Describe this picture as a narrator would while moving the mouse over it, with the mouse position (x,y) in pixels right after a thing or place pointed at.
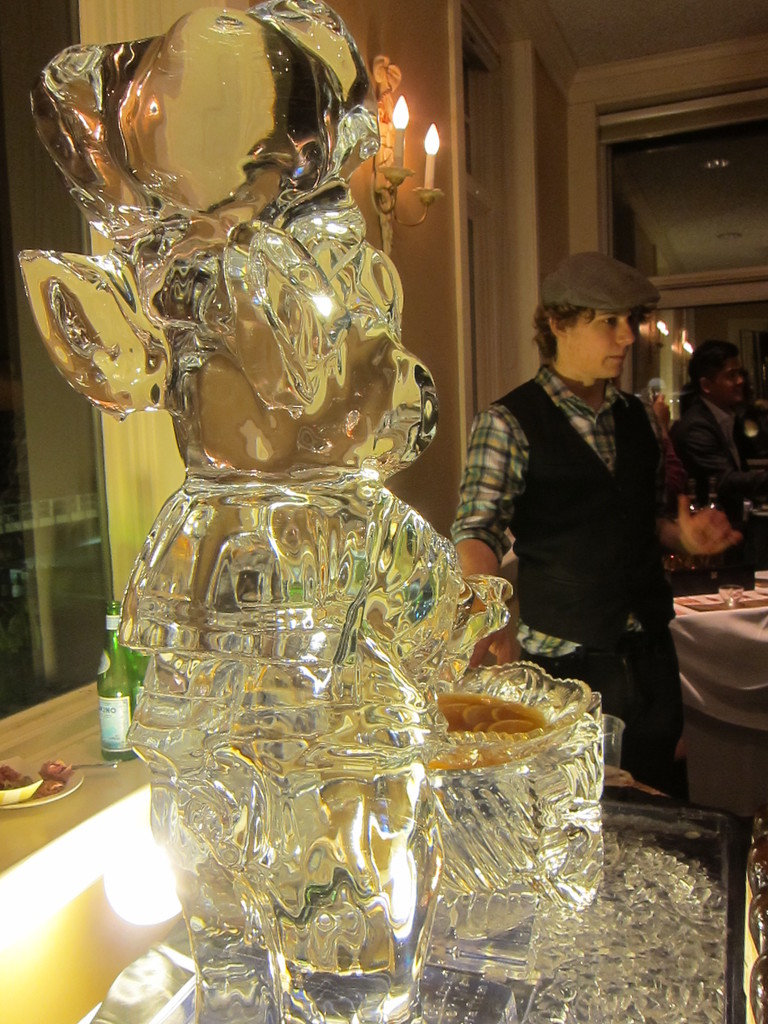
Here I can see a glass object (297,588). In the background (696,434) there are two persons (623,480) standing. On the left side (7,411) there is a window (46,554). Beside the window (62,680) there is a bottle (109,715) and a plate (49,800). On the right side (729,638) there is a table (729,638) which is covered with a cloth (717,679). At the top of the image (433,148) there are few candles (431,174). In the background (549,129) there is a wall (571,181) and a glass (663,188).
